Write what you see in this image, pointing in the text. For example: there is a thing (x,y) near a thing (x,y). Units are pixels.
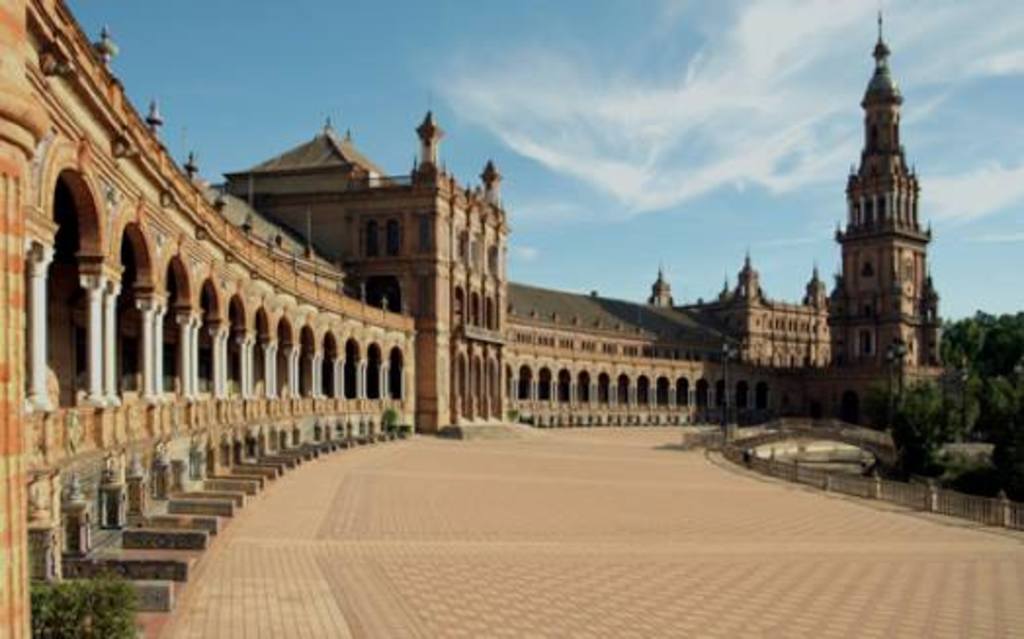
In this picture we can see a building (411,329), floor (551,443) and we can see some trees (944,426).
